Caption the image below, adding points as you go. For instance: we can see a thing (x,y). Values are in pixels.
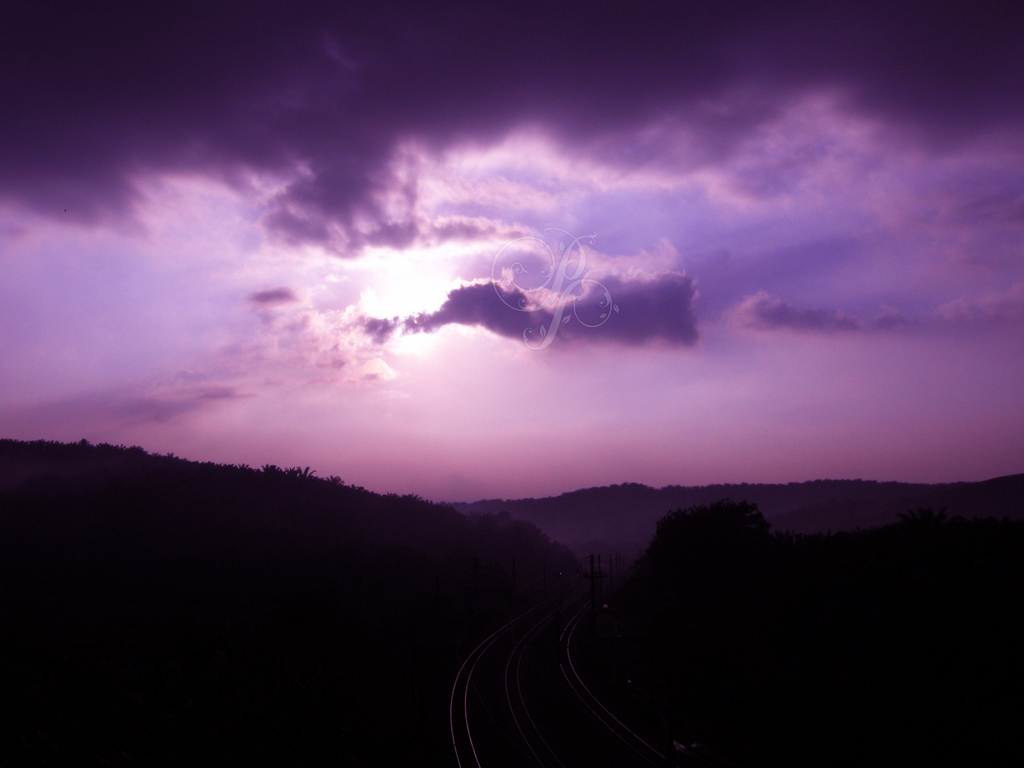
Here in this picture, in the front (517,670) we can see railway tracks (471,672) present on the ground (517,722) and we can see hills (184,549) covered with trees (673,549) and plants (728,586) and in the sky (400,346) we can see clouds (490,331) and sun (409,315) present over there.
